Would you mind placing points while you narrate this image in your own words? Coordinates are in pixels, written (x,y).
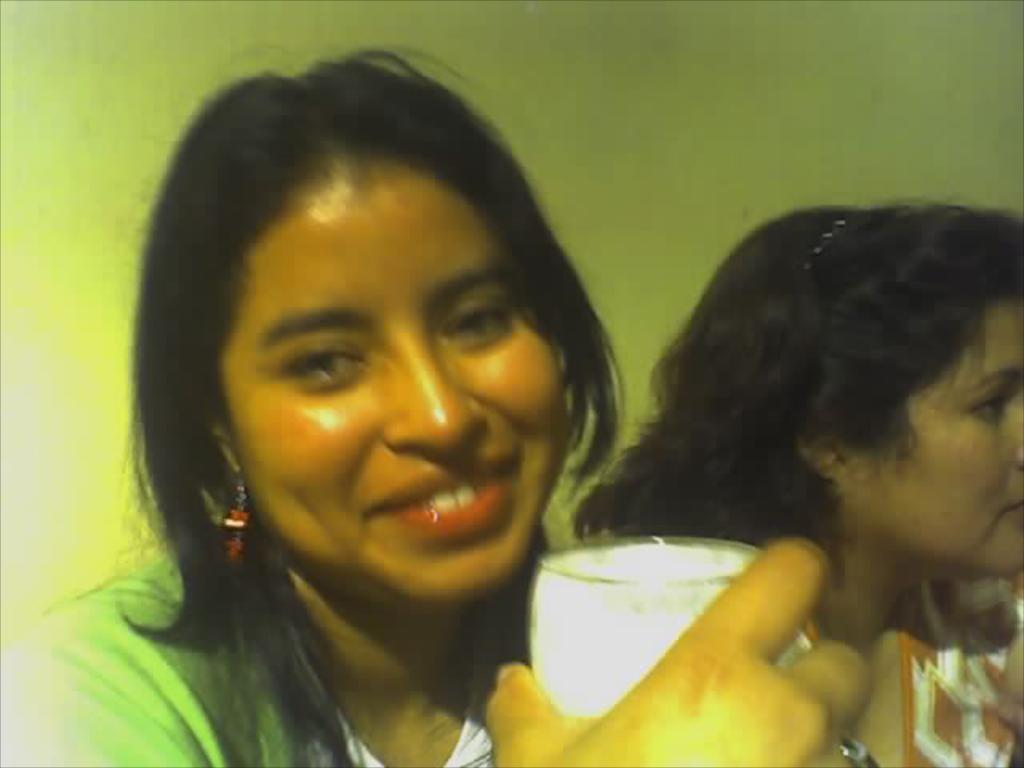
In this picture we can see two women (235,481), one woman (242,531) is holding a glass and we can see a wall (118,154) in the background (20,298).
